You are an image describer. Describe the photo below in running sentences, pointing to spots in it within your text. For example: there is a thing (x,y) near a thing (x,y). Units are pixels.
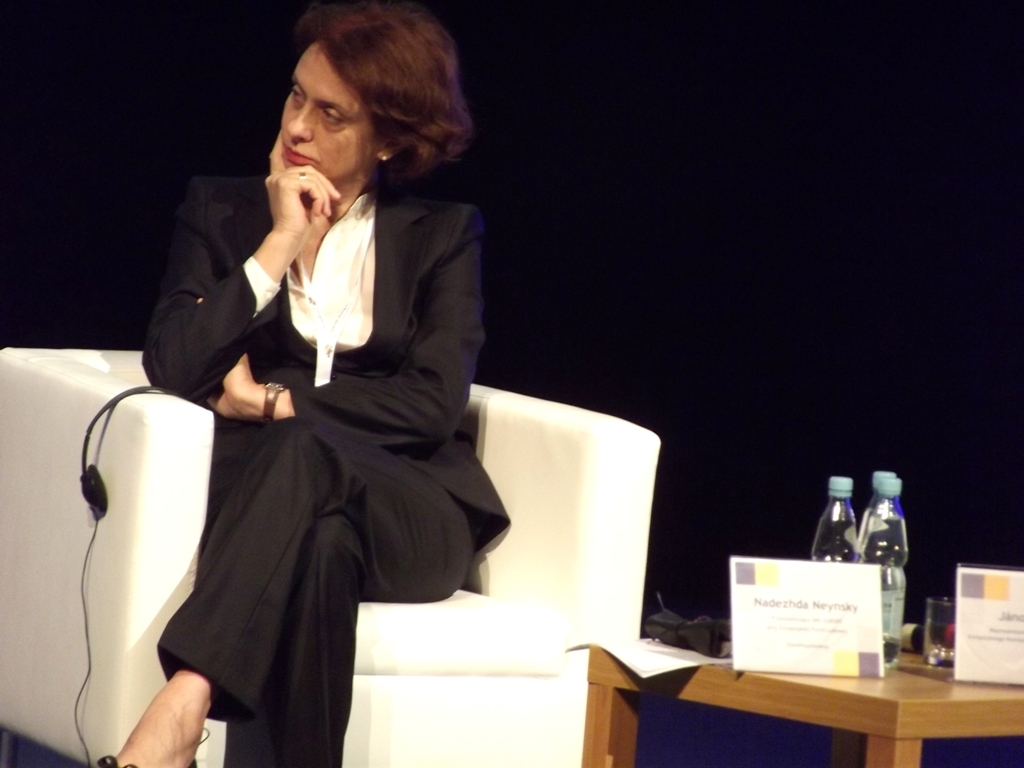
The picture consists of a woman (362,465) sat on a sofa (553,671), in front of her there is a table (902,674) with water bottles (864,552) on it.
